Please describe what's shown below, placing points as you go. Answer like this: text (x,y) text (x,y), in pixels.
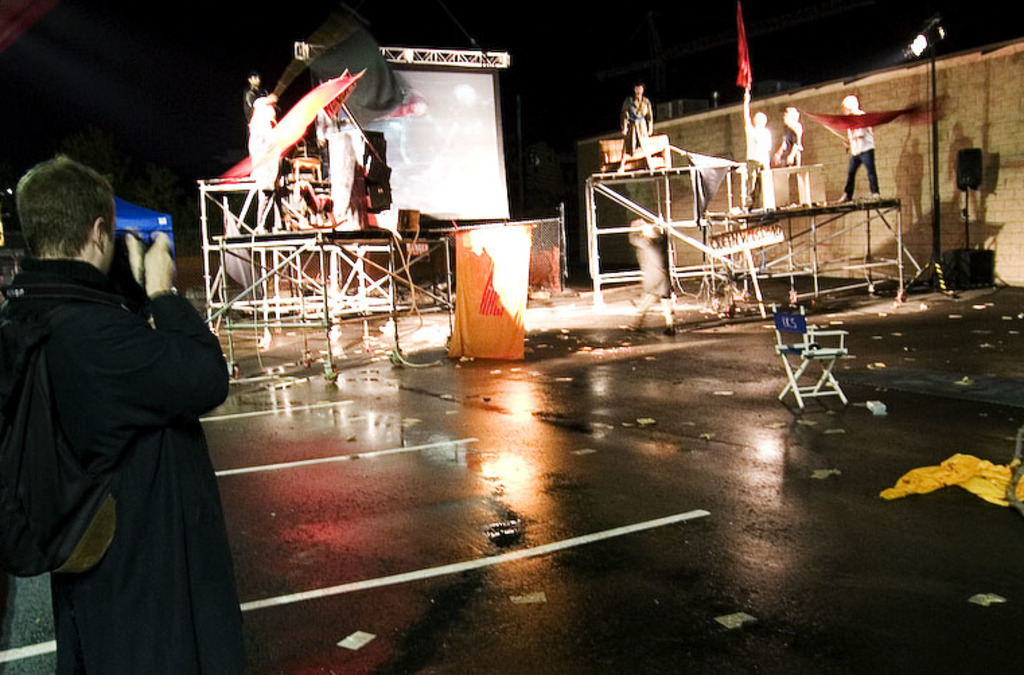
In this image we can see some people (756,130) standing on the stage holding flags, we can also see a light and speaker (974,181) placed on stands (939,207). In the left side of the image (137,579) we can see a person (146,589) holding a camera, a tent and some trees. In the background (454,71) we can see a screen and metal frame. At the top of the image (158,115) we can see the sky (189,77).
